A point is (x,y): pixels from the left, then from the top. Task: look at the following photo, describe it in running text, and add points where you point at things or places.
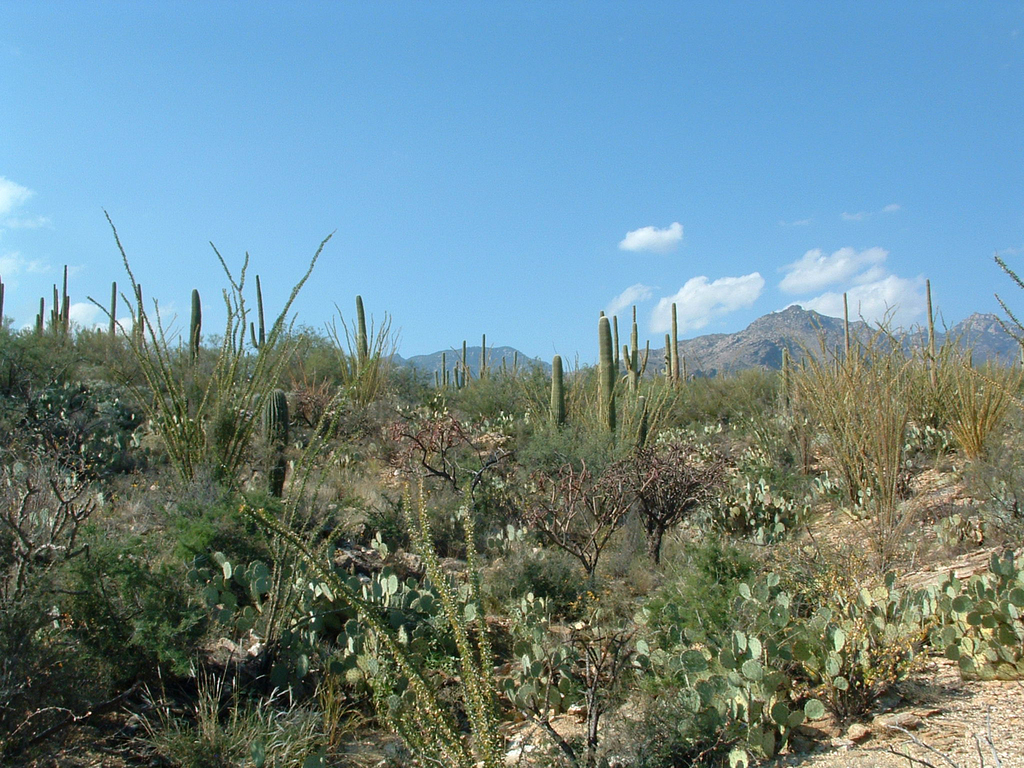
In this picture we can see some plants (234,601), hills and grass (219,686).
